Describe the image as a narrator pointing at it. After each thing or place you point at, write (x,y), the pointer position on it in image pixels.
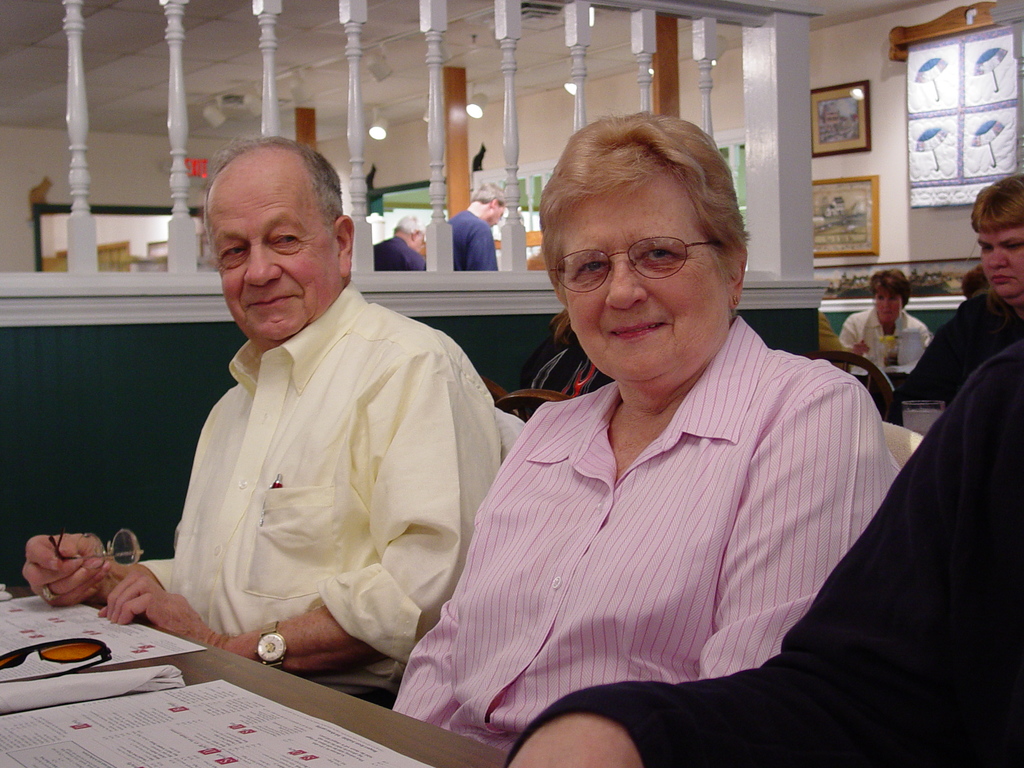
In this picture there are persons (971,505) sitting and standing. The woman (695,523) in the center (654,492) is sitting and smiling and the man (394,498) beside the woman (488,541) is sitting and smiling and holding specs (100,554) in his hand (90,568). On the left side (117,669) in the front (221,727) there is a table (115,666) and on the table (102,692) there are papers (99,700) with some text (159,739) written on it. On the right side (840,218) there are persons (878,323) sitting and on the wall (880,190) there are frames (834,198). In the background (463,228) there are persons (464,220) standing and there are lights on the top (380,116). There is a railing (748,95) which is white in colour in the center (412,283).
